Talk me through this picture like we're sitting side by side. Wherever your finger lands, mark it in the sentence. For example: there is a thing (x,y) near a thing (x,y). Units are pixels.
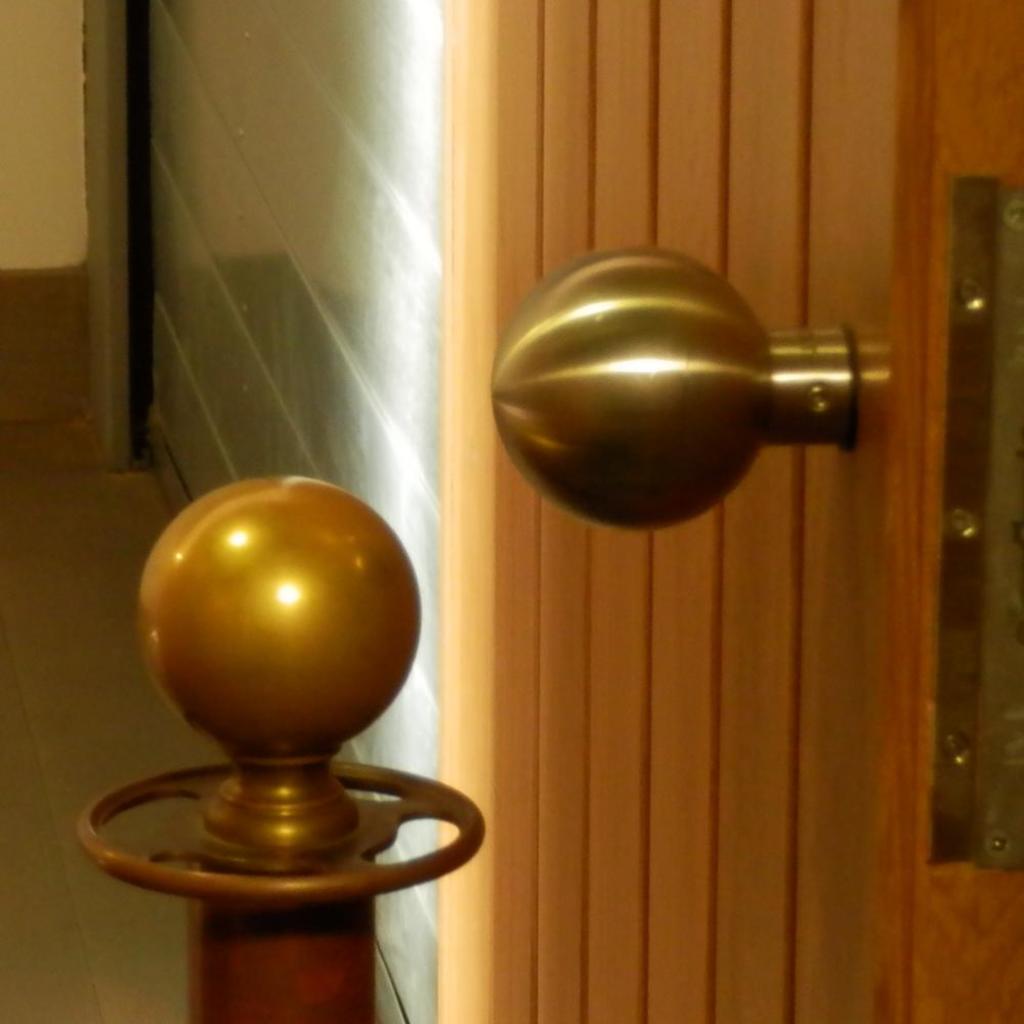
In this picture I can see a wooden door (512,901) and a knob (693,435) to it and I can see a metal rod (280,732) and a wall (303,191) in the back (233,191).
